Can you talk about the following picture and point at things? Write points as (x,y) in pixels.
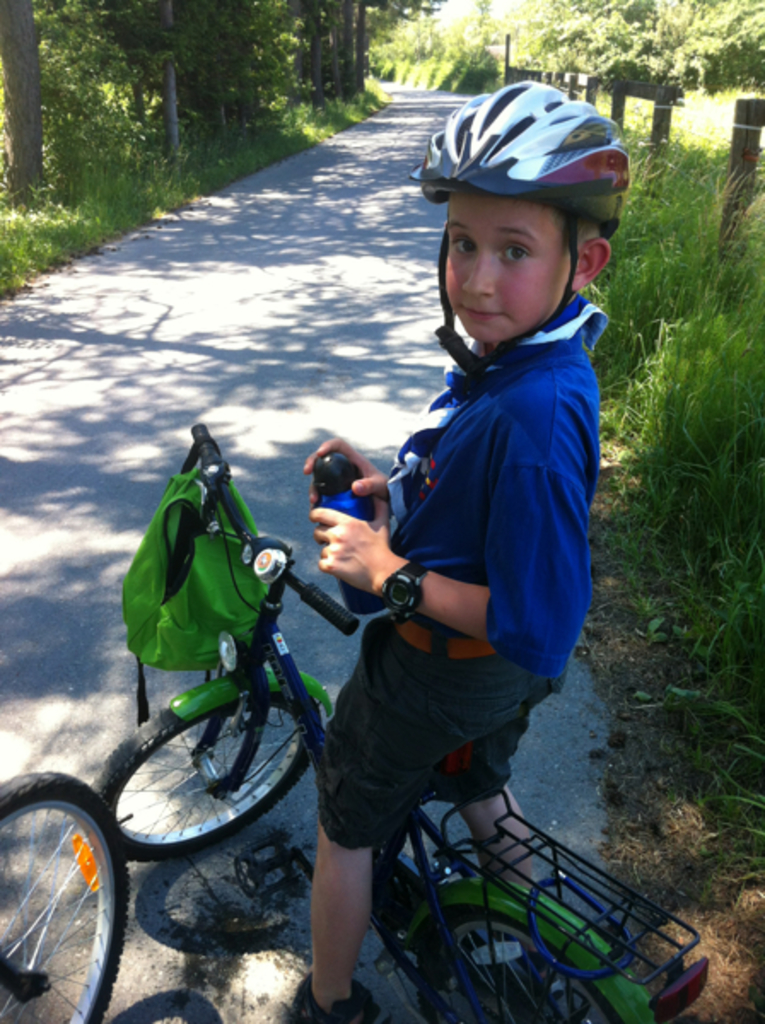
In the middle of the image (461,661) a boy (586,218) is standing on a bicycle (330,713) and holding a bottle (348,477) in his hand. Top right side of the image (692,169) there is grass (708,166) and fencing (577,89) and there are some trees (273,39). Bottom left side of the image (131,953) there is a wheel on the road (387,236).
